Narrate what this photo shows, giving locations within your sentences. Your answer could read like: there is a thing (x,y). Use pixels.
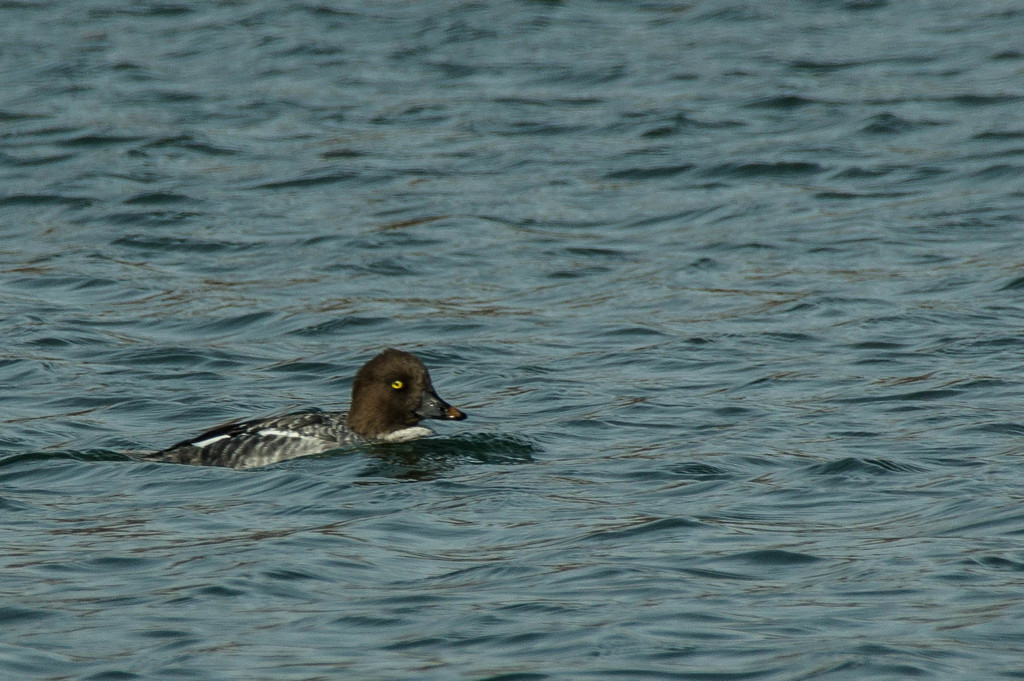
In this image, we can see a duck (368,377) on the water (671,323).
